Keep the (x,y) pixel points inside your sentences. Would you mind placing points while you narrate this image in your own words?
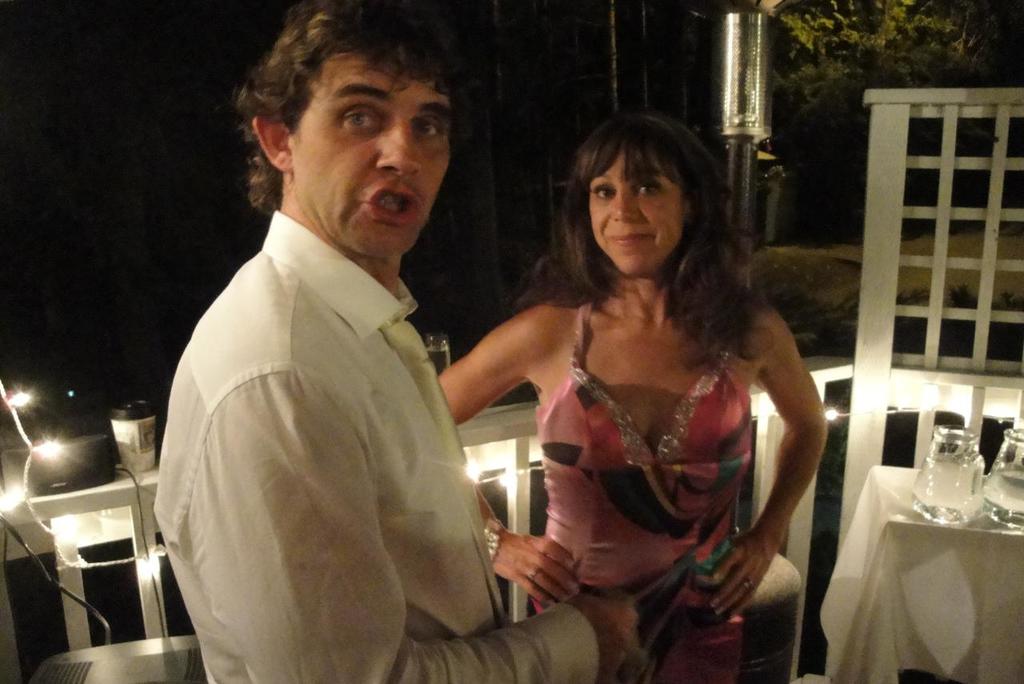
In the middle (376,428) a man (305,421) is talking, he wore white color dress (319,478). Here a woman (703,435) is standing, she wore pink color dress (683,491), on the right side (941,447) there are glass pitchers (977,461) on the table (927,520).
